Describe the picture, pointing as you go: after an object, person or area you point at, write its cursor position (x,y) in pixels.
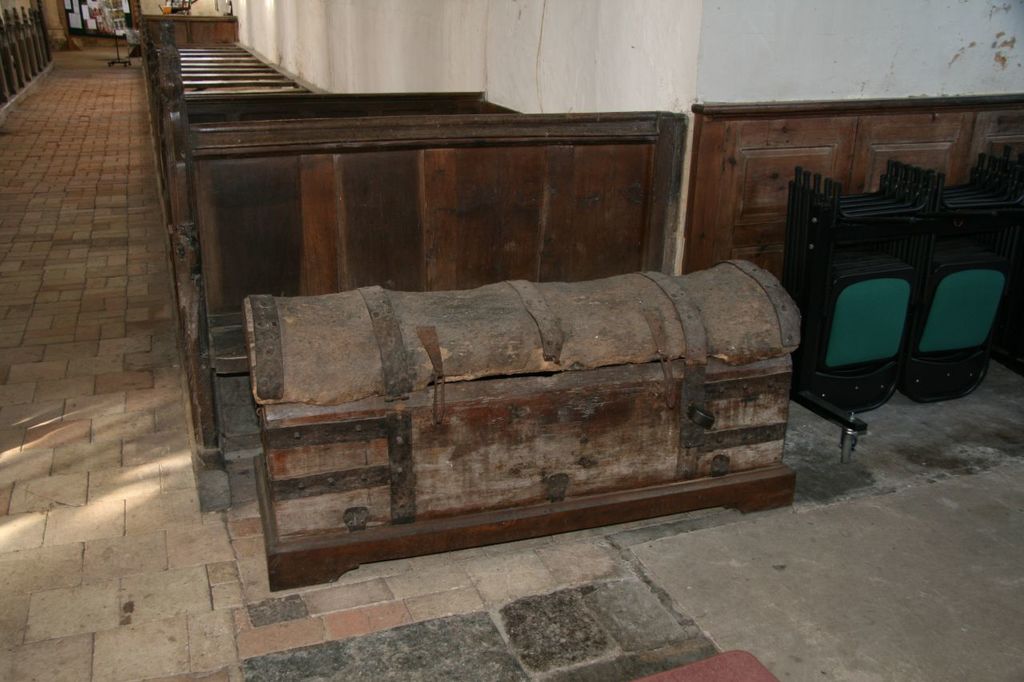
In this picture we can see the floor (737,648), here we can see a wall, box (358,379), wooden objects (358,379) and some objects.
